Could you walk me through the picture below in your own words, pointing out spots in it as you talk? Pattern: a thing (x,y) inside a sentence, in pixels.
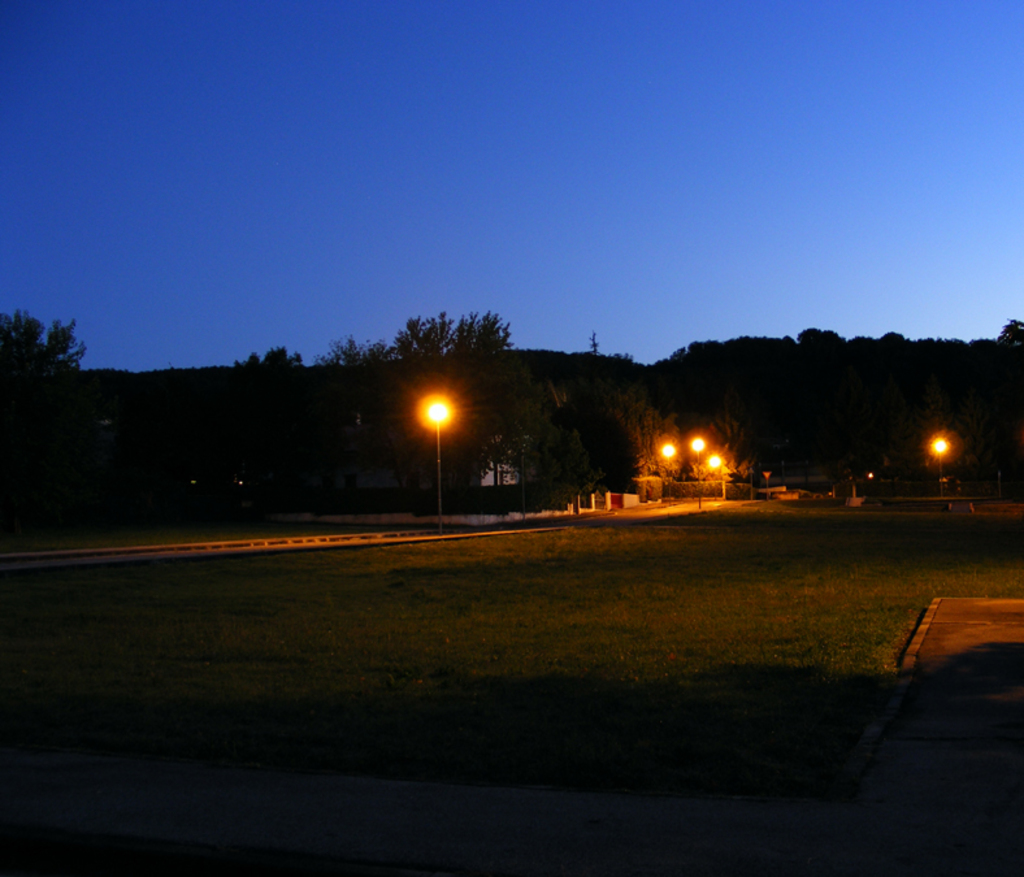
In the center of the image (520,469) we can see trees (300,433), grass (570,543), lights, road (529,533) and sky (483,167).
